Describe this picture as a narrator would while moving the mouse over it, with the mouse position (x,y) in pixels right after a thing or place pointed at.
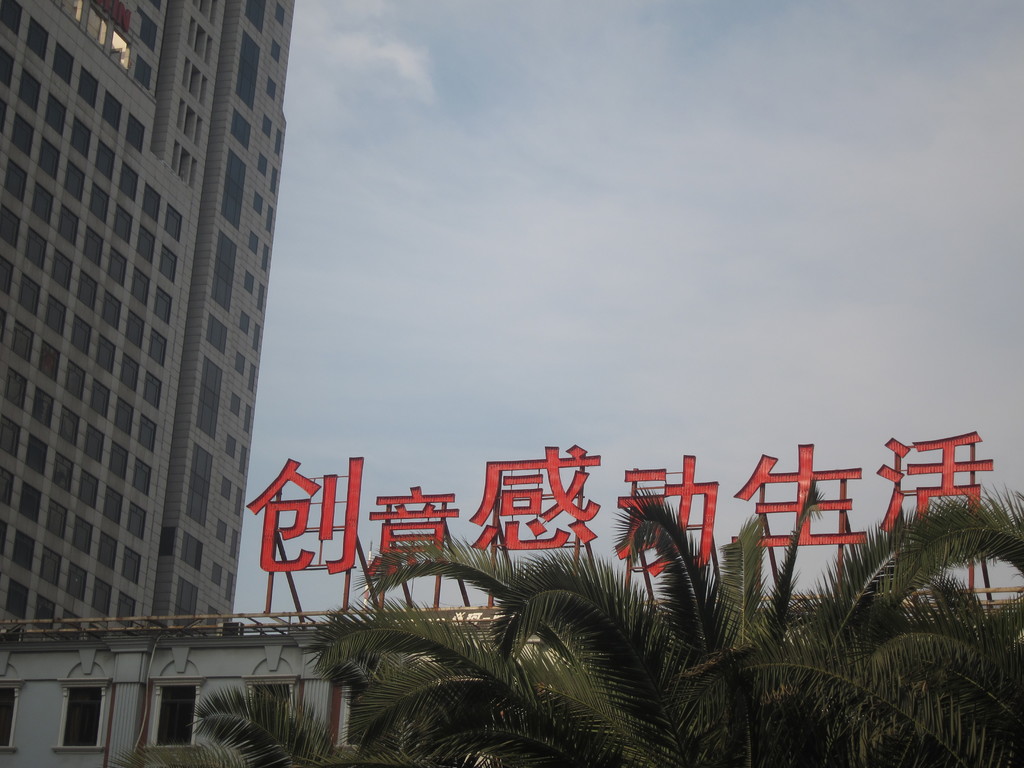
In this picture, we can see a few buildings (108,318) with windows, and we can see some text (480,534), poles (458,575) on buildings (61,410), trees (623,597), and the sky (560,216) with clouds (439,208).
